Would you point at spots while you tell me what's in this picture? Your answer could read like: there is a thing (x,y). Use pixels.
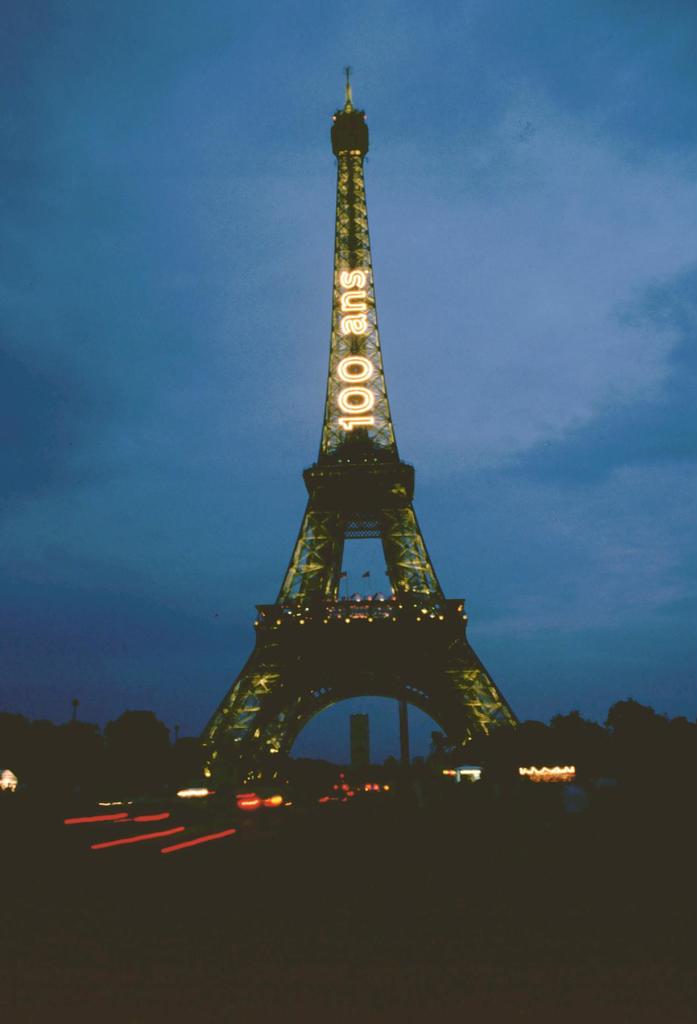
In this image we can see an Eiffel tower (356,409), there are some trees (59,772), flags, poles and lights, in the background (379,205) we can see the sky (483,236) with clouds (534,221).
